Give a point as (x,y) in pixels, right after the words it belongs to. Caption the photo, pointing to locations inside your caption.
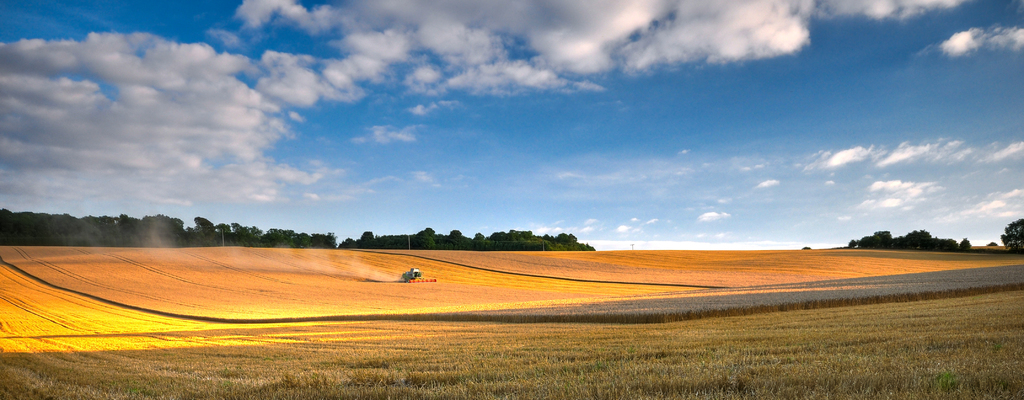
In this image in the front (503,375) there's grass (609,375) on the ground (517,374). In the background (487,243) there are trees (520,244) and the sky (397,90) is cloudy.
